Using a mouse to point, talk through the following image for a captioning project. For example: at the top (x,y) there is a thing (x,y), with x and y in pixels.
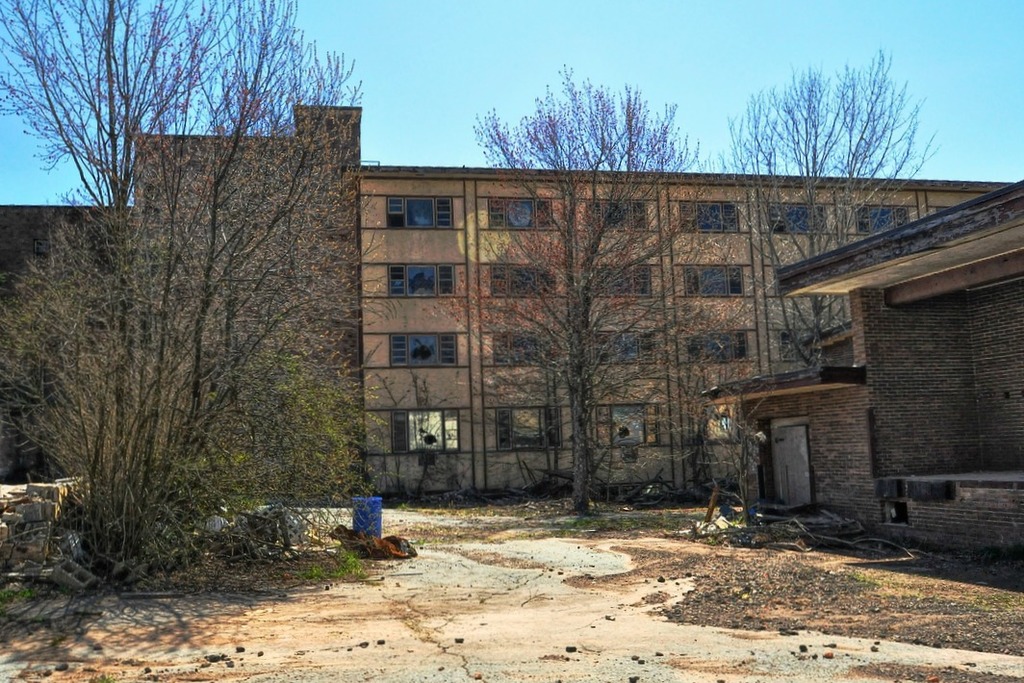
In the image there is a building (447,323) in the back (477,185) with many windows (719,410) and dried trees (610,279) in front of it, on the right side (770,490) there is a abandoned building (864,468) with stone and sand (753,617) in front of it on the road (567,571) and above its sky (523,40).
